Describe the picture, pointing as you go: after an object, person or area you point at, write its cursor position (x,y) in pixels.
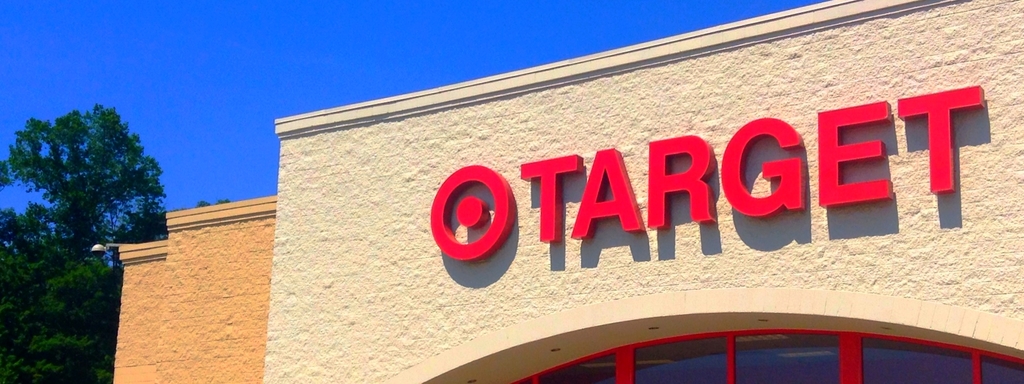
As we can see in the image there is a building (398,227), tree (124,227) and blue sky (191,59).
